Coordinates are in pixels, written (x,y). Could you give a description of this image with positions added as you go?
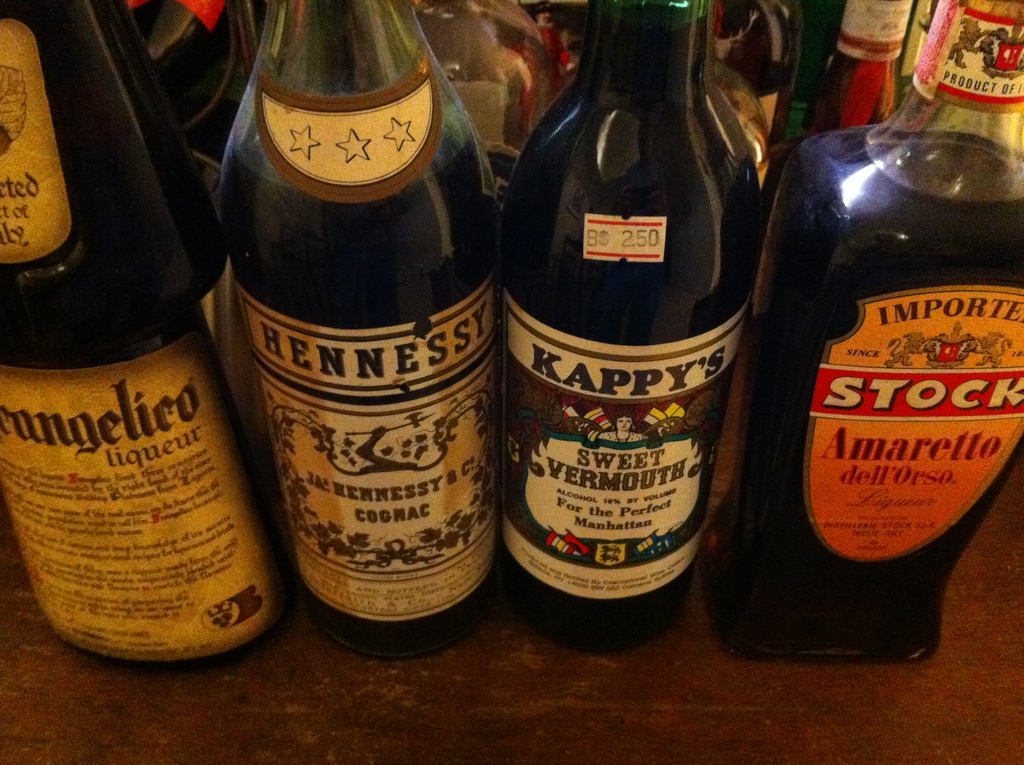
As we can see in the image there are few bottles (443,379) on tables (331,661).
